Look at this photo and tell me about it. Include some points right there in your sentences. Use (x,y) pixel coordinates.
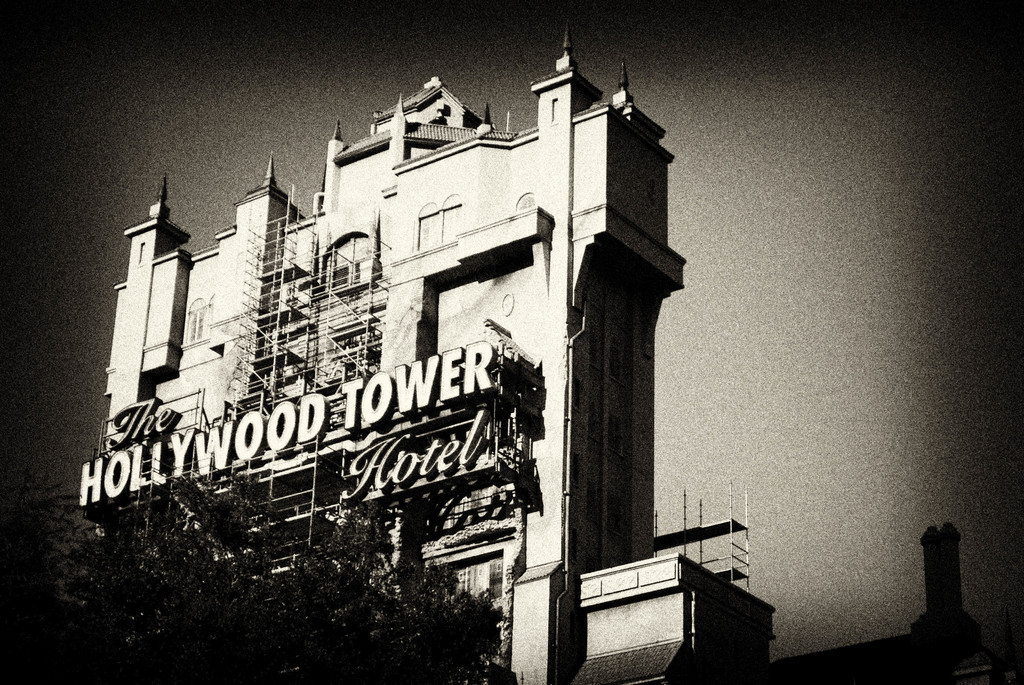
In this image I can see a building (147,378) and few trees (267,673), and the image is in black and white.
